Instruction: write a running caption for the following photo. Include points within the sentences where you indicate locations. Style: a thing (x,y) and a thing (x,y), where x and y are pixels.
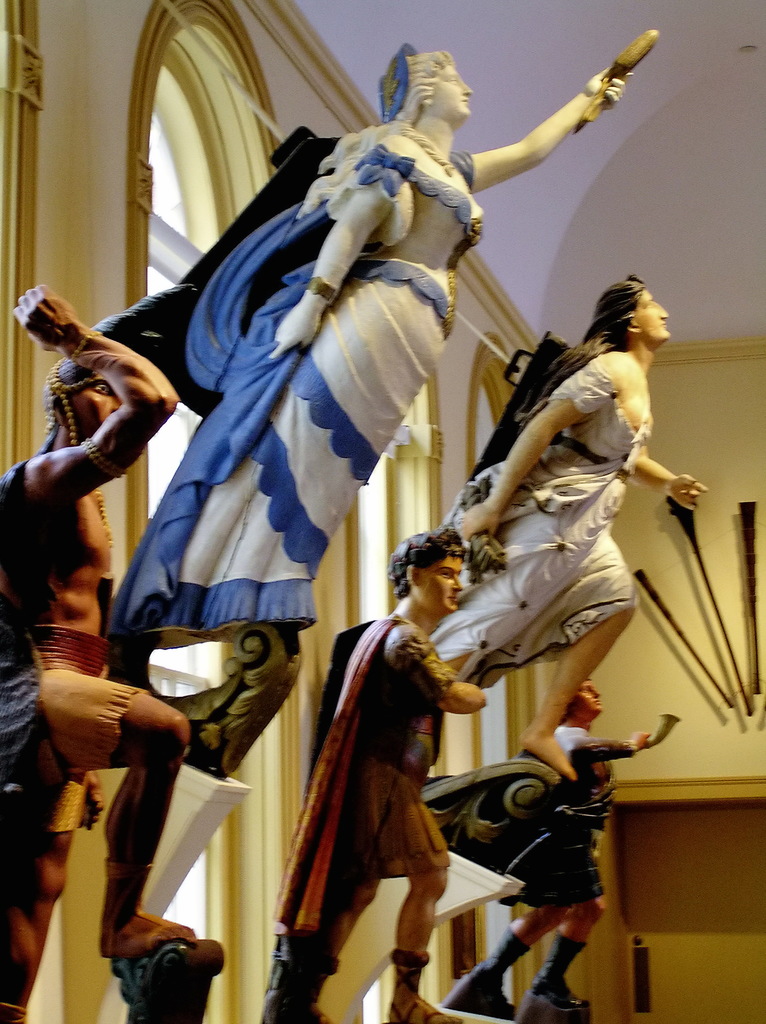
In the middle of the image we can see some idols (584,129) on the wall (8,118). Top of the image (724,282) there is roof (615,7).
